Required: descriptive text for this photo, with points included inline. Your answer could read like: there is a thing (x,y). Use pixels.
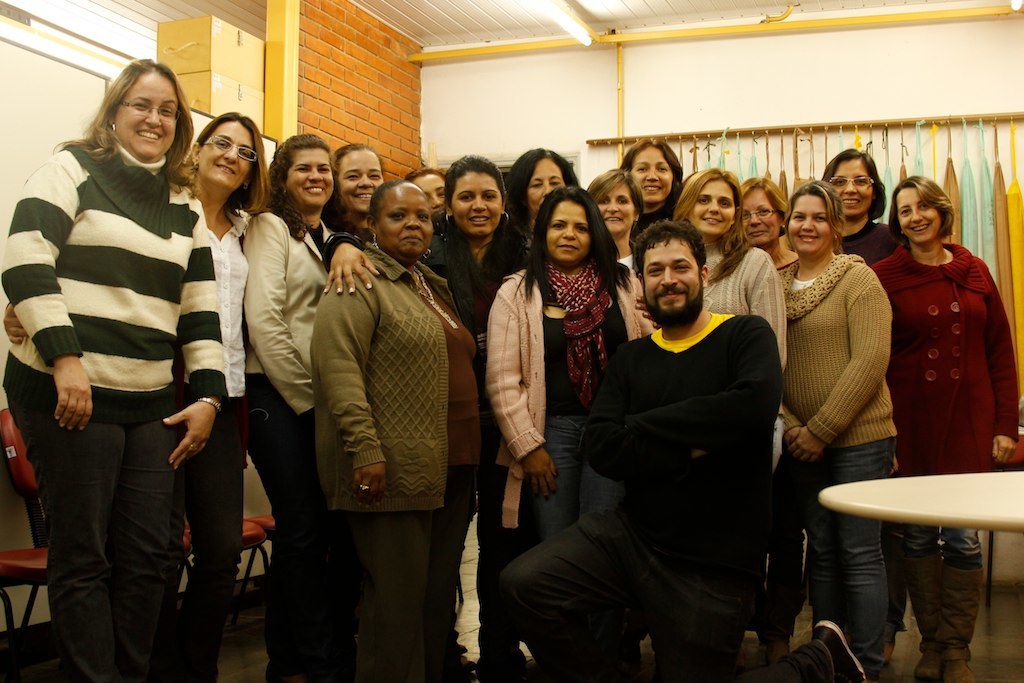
In this picture we can see a group of people (857,216) standing on the floor (527,651), and at back (322,66) here is the wall (314,121) made of bricks (383,90), and here is the roof (492,9) and here is the light (564,20), and here are the umbrellas (988,202) and here is the table (948,501).
